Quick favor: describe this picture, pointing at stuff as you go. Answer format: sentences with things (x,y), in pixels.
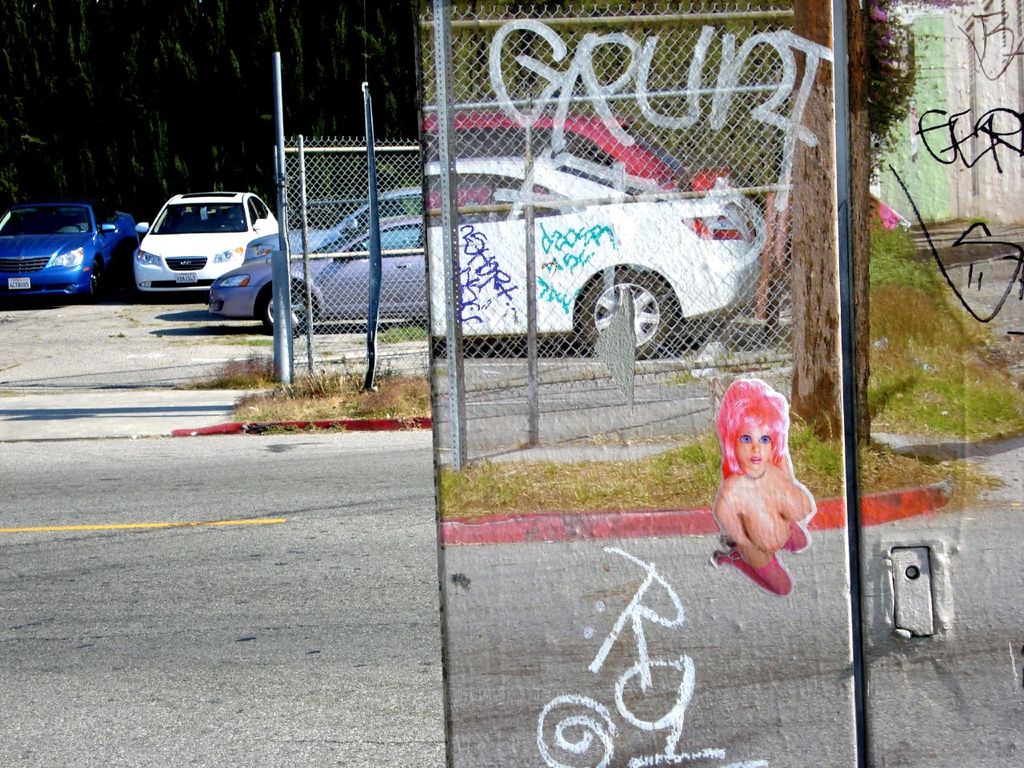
This picture is clicked outside. On the right (765,412) we can see the picture (765,453) of a woman (767,524) and we can see the text (688,760) and we can see the green grass (913,316), tree (881,96), mesh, metal rods (840,63). In the center (406,264) we can see the group of cars (232,266) seems to be parked on the ground (206,364) and we can see the metal rods (277,128) and some other objects (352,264) and this picture seems to be an edited image.
